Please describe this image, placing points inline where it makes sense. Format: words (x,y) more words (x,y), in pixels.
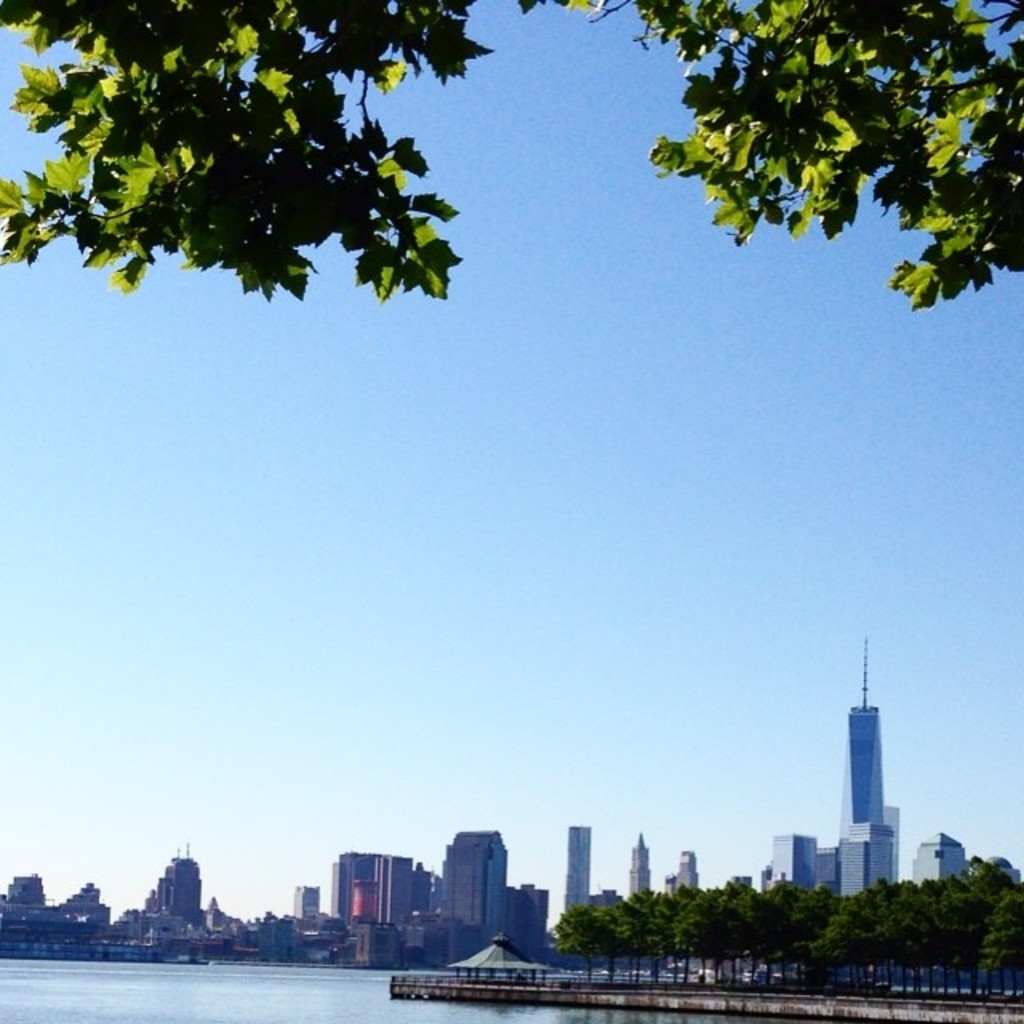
In this image there are buildings (586,882) and trees (776,958). At the bottom (216,972) there is water (240,1004). In the background (540,506) there is sky (549,340). On the right (710,993) we can see a boardwalk (692,992).
